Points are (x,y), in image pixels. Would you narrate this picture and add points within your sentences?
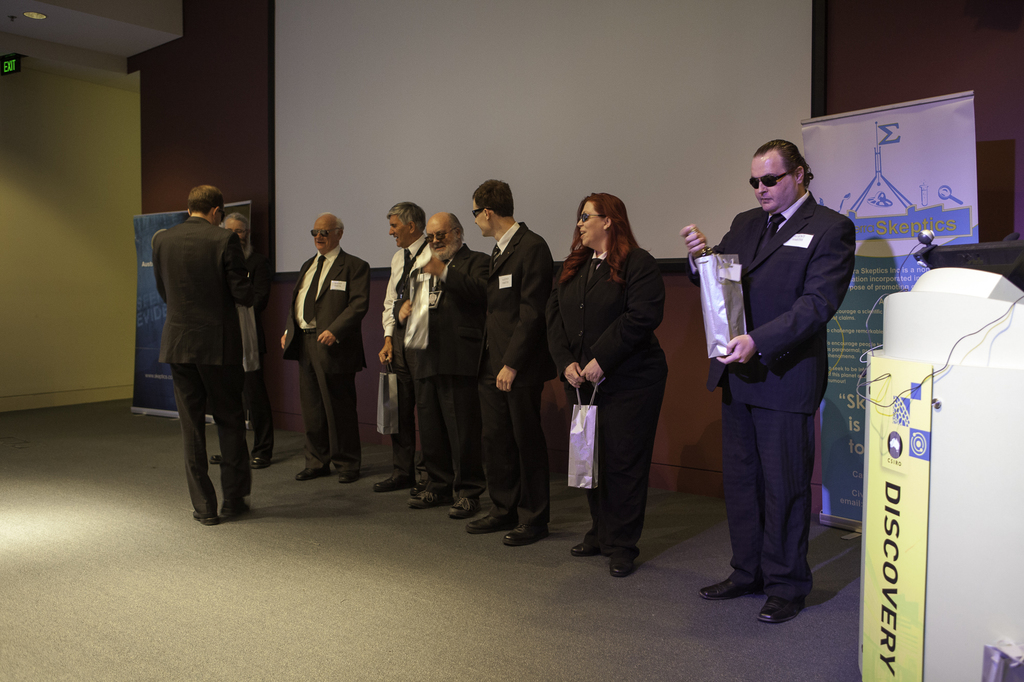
In this image, we can see some people (615,364) standing, there is a podium (972,450) on the right side (970,482) corner, we can see a poster (885,158), we can also see the yellow color wall (52,189).
